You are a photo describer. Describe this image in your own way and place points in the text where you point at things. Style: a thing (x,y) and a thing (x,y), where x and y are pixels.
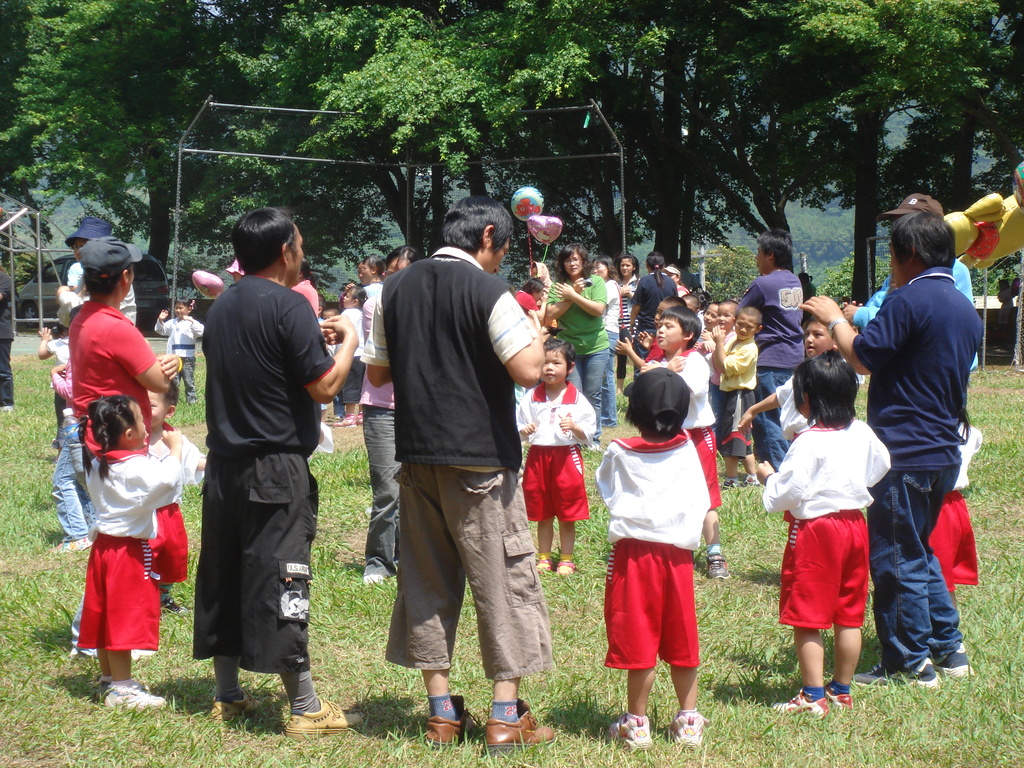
There are many people (352,293) and children (841,474). On the ground (354,650) there is grass (966,711). In the back (372,117) there are trees (360,73). Also there are balloons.
